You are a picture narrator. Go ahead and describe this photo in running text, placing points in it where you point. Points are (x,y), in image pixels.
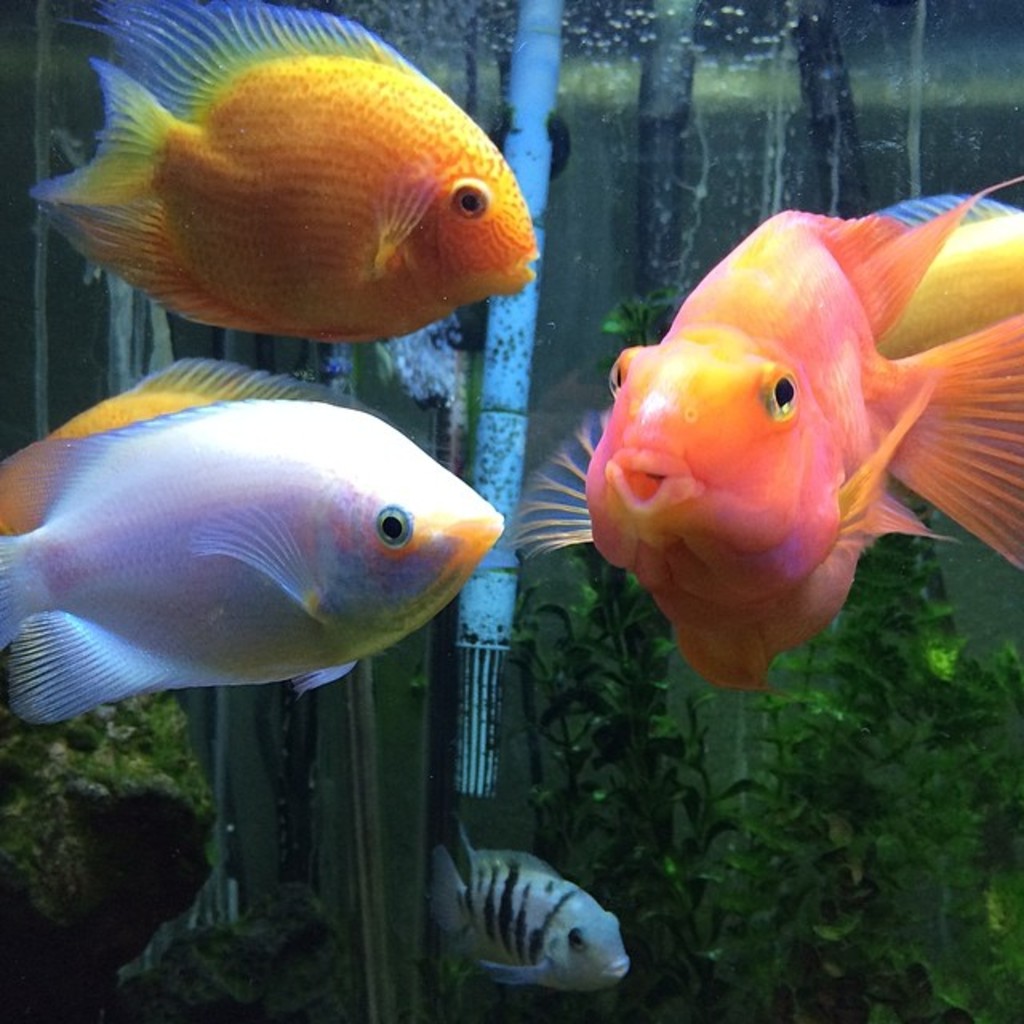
In the image we can see several fish (478,882) of different size and color. Here we can see water plants (720,808) and something like a pole (518,50).
